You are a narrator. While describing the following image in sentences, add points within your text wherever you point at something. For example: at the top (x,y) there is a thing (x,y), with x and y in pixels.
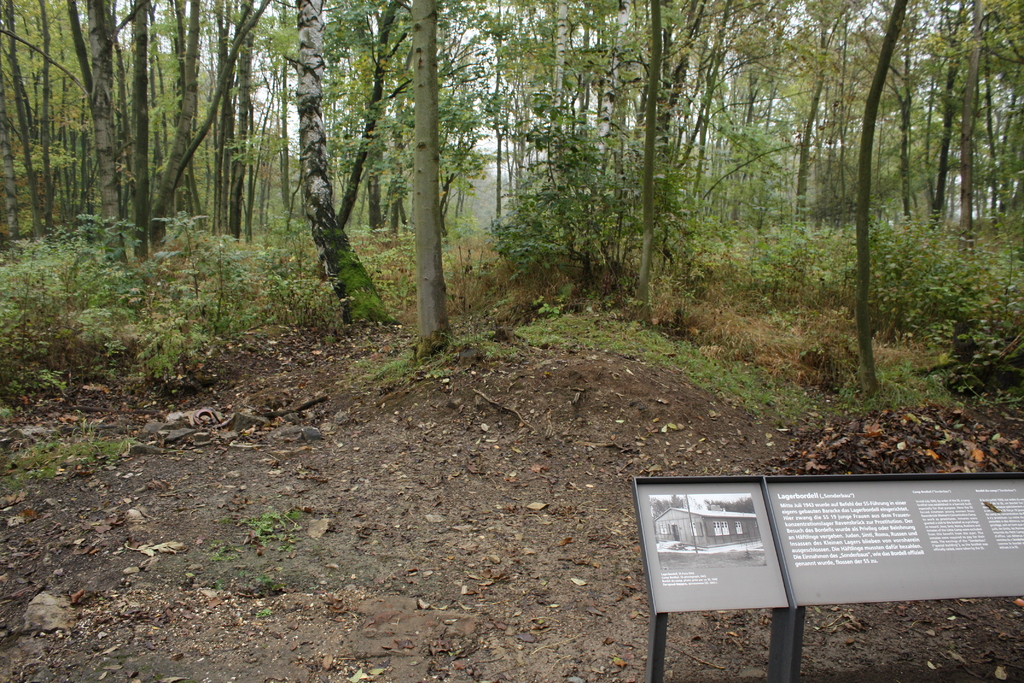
There is a board (795,546) which has something written on it is attached to a stand (797,637) and there are trees (318,99) and plants (460,226) in the background (479,153).
